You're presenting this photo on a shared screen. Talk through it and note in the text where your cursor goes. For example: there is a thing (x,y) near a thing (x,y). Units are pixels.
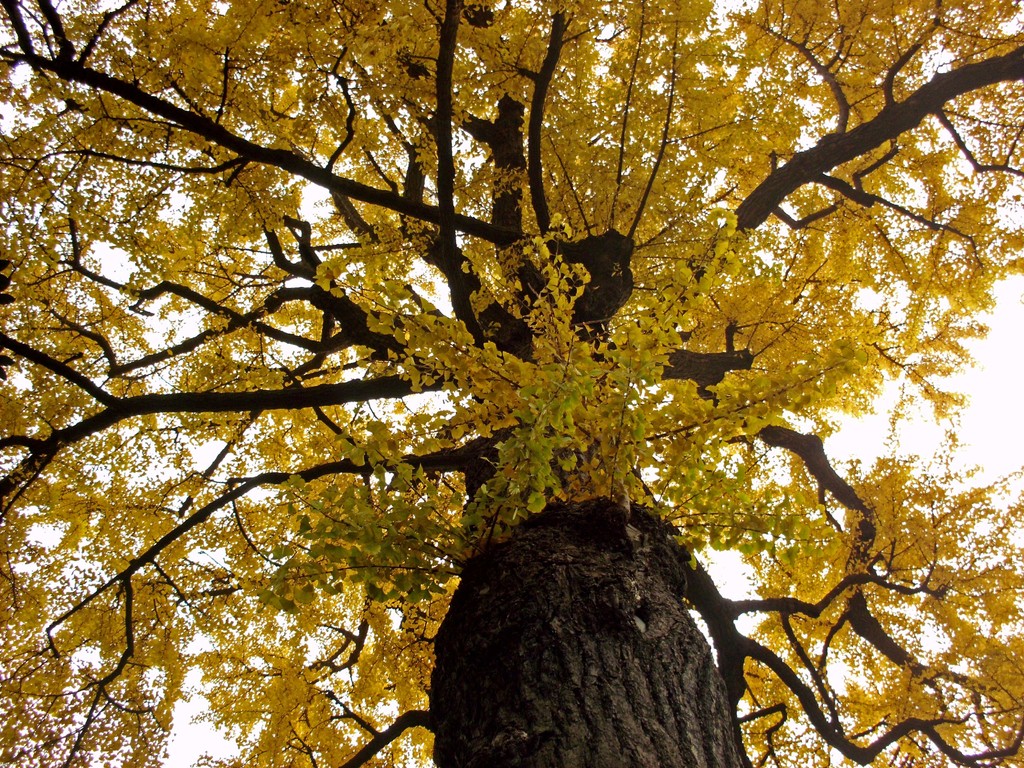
In the center of the image (665,268) there is a yellow color tree (416,457).
